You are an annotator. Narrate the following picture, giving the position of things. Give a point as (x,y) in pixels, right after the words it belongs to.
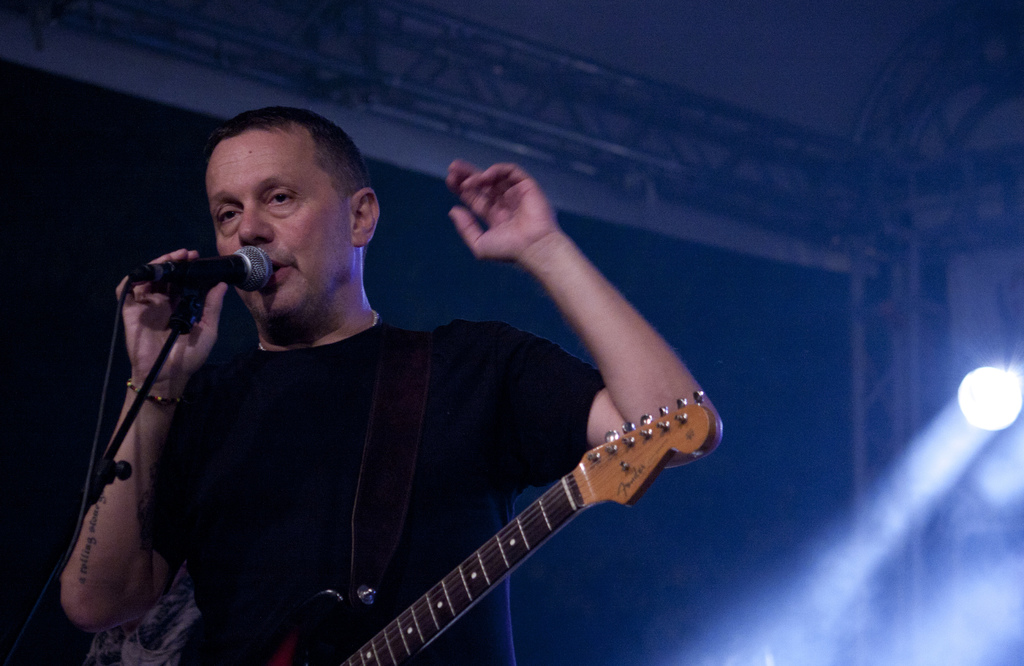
a person (272,462) is wearing a black t shirt (220,424), holding a microphone (217,277) in his hand (210,320). a guitar (393,631) is placed on him. behind him there are lights (979,419).
